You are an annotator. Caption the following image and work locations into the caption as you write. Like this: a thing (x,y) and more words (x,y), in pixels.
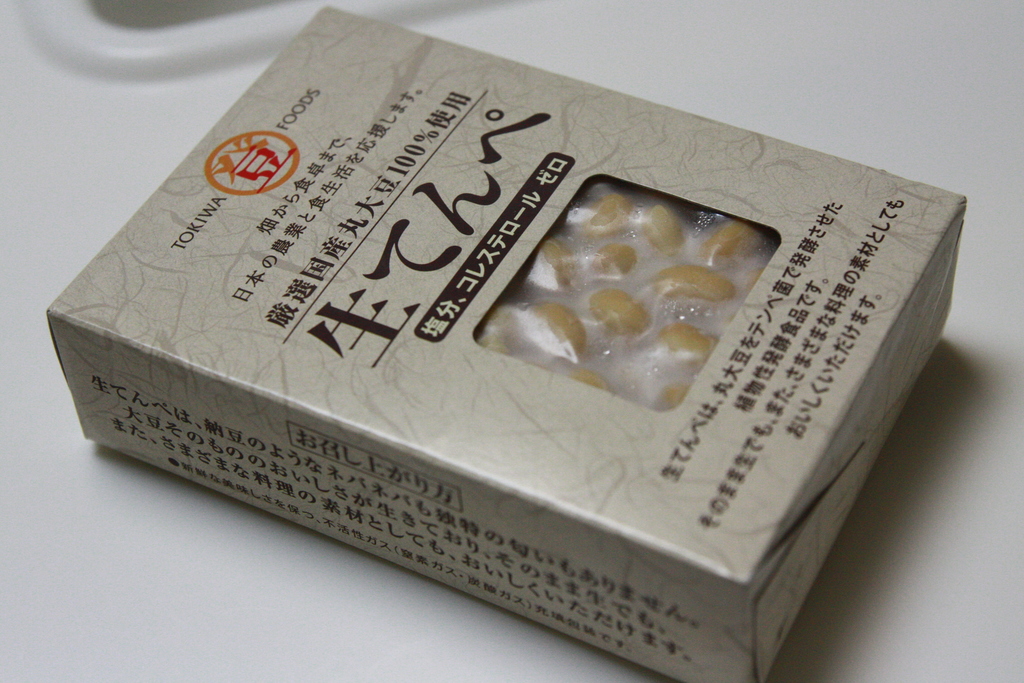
In this image we can see some food item (637,270) in the box (293,266) placed on the white surface (152,578).
